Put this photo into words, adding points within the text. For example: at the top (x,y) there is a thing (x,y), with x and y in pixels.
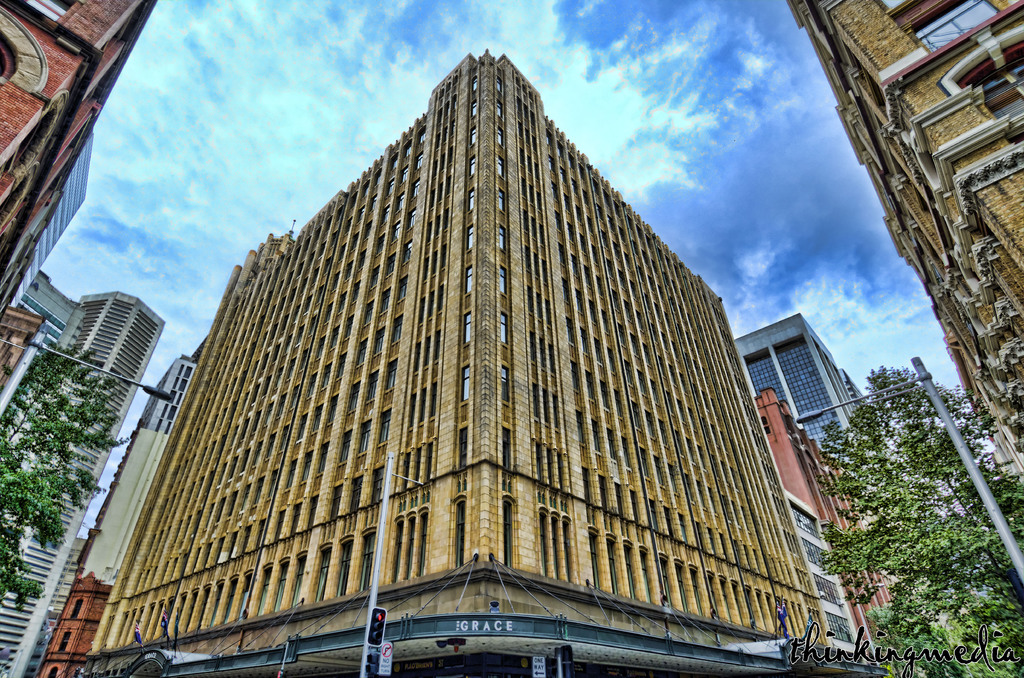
In this image there are buildings (690,404), trees (941,520), poles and the sky (224,6).
